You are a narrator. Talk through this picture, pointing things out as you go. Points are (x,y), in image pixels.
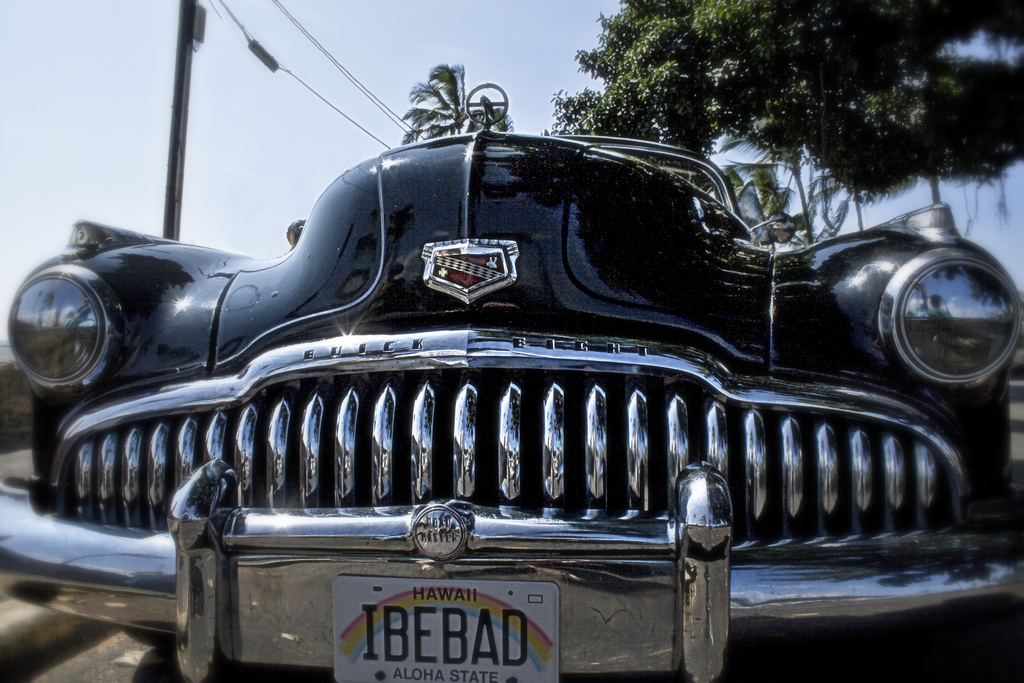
In this image I can see the vehicle (756,447) in black color. In the background (221,146) I can see the electric pole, few wires (293,17), trees (668,111) in green color and the sky (398,46) is in white and blue color.
